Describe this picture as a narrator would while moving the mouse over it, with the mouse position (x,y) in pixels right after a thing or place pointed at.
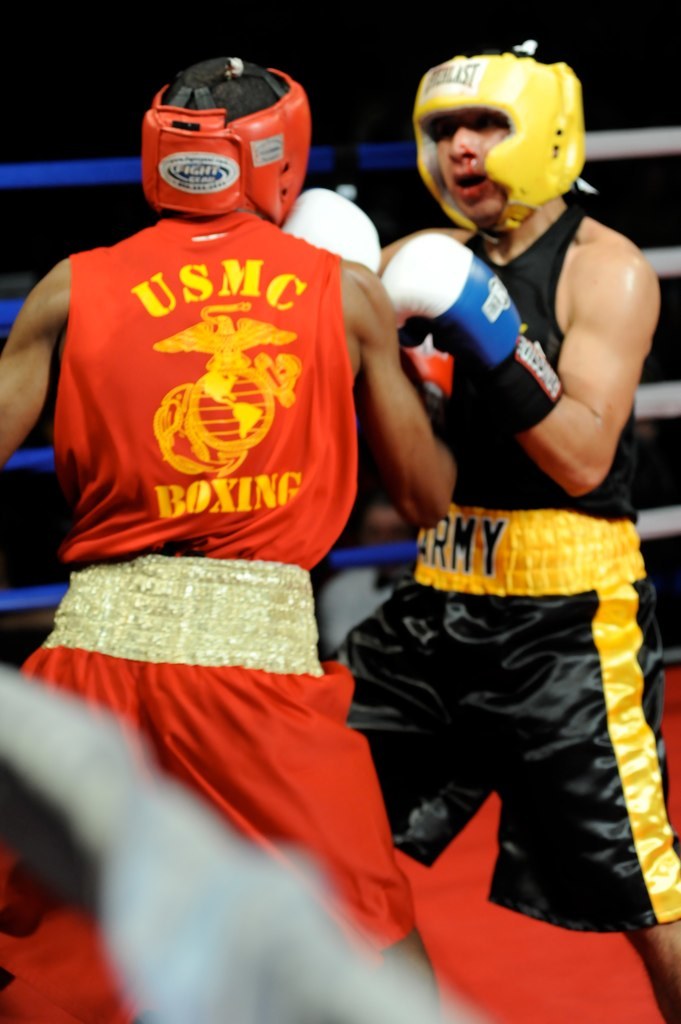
The man (111,515) in the left corner of the picture (120,576) wearing a red t-shirt (189,405) and red helmet (186,121) is boxing the man (501,497) on the opposite side who is wearing black color t-shirt (460,416) and yellow color helmet (522,70) and he is also boxing. They are playing the boxing game. At the bottom of the picture (432,958), we see a stage (439,945) with a red color carpet (419,927) on it.
